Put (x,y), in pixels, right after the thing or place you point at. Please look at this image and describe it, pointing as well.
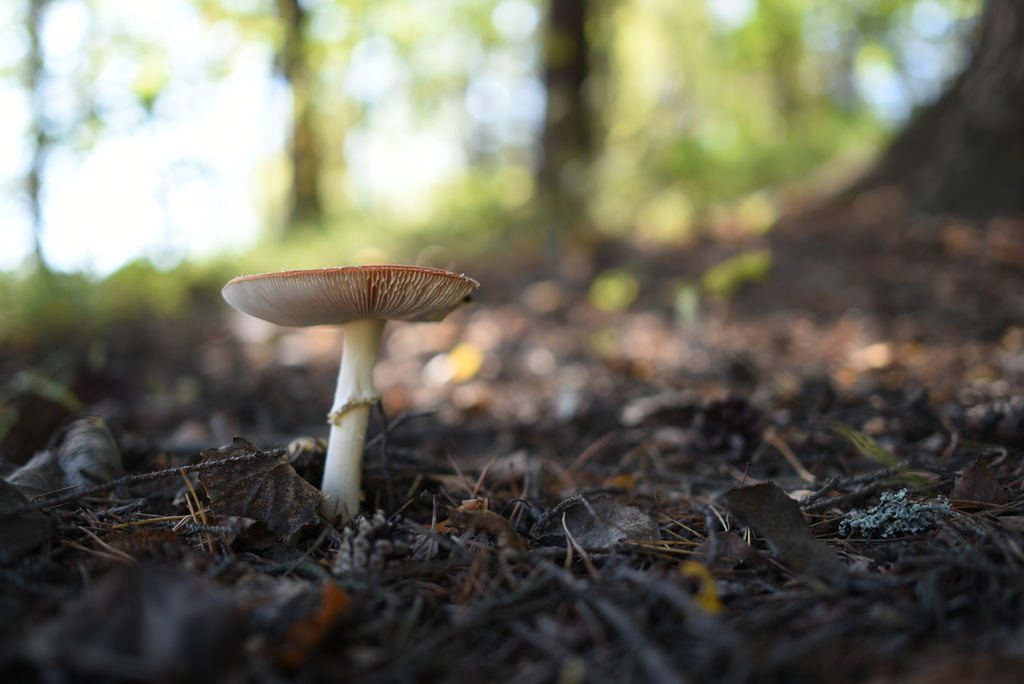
In this image in the front (346,414) there is a mushroom (338,400) and the background (814,157) is blurry.
